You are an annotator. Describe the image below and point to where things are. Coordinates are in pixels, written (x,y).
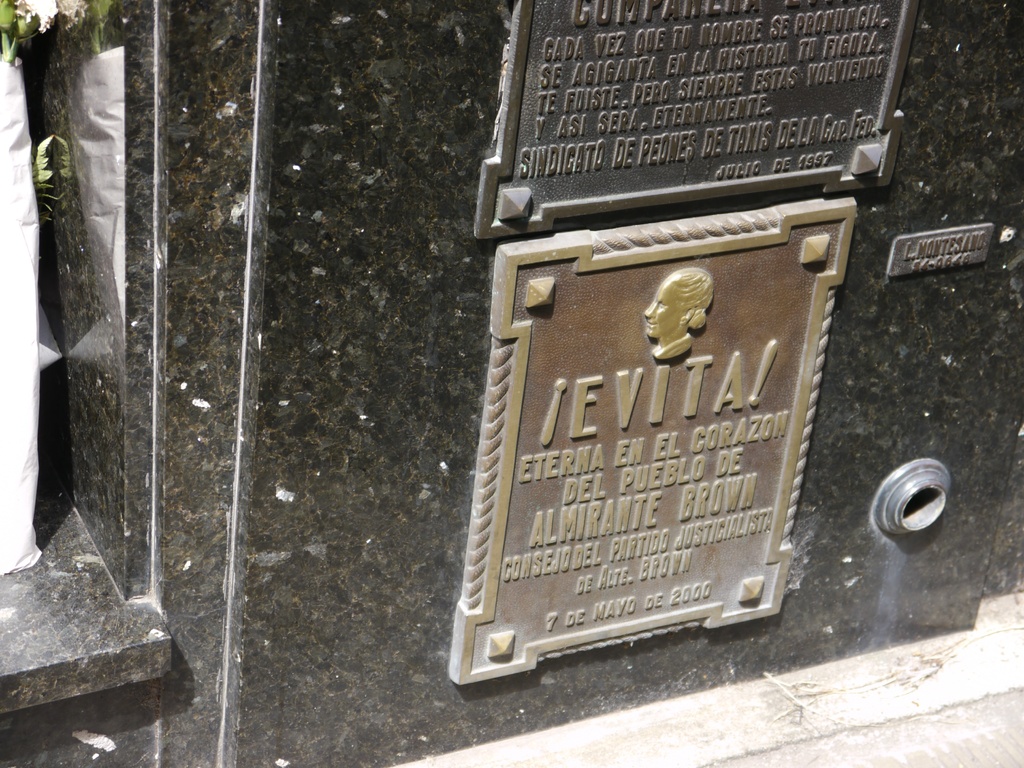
In this image I can see a memorial (479,470), board (520,353) and flowers (28,11). This image is taken may be during a day.
